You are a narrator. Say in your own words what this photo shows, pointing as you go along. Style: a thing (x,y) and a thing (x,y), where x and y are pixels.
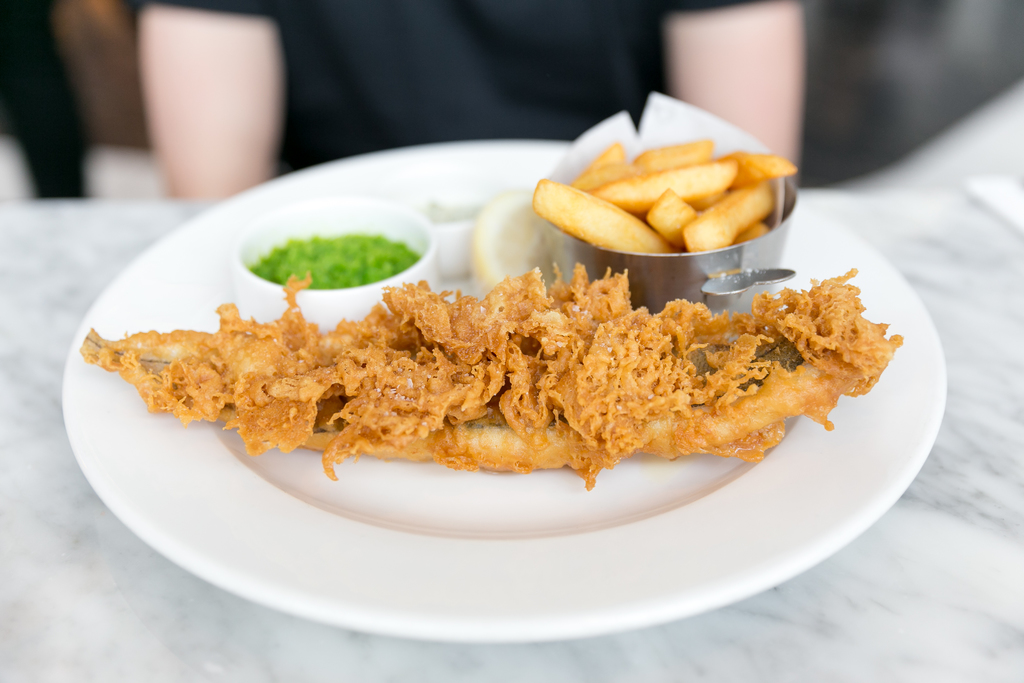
In this image we can see food (739,453) on the plate (737,499). The plate (744,465) is placed on a white surface (331,648). Behind the plate (470,164) we can see a person (416,31) truncated.
